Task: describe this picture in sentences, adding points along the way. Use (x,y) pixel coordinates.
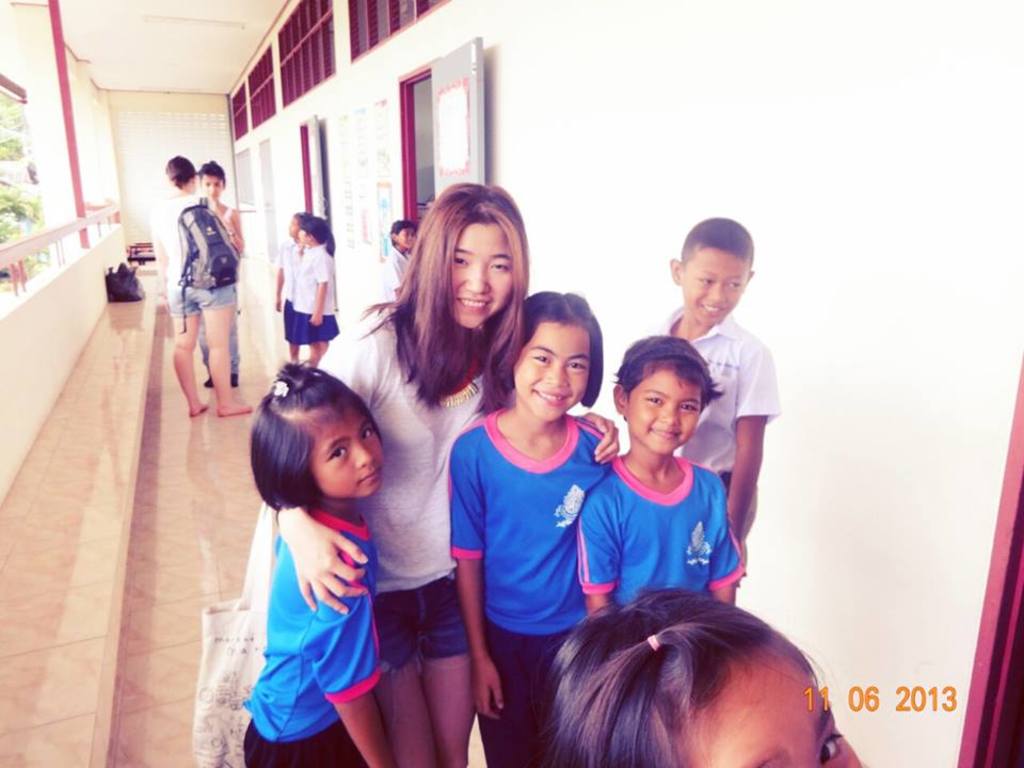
In this image there are group of people (548,394) standing and smiling, and in the background (422,82) there are group of people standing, doors (477,107), papers (463,96) stick to the wall (250,69), there are trees (24,173), there are some other items (17,280), and there is a watermark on the image.
